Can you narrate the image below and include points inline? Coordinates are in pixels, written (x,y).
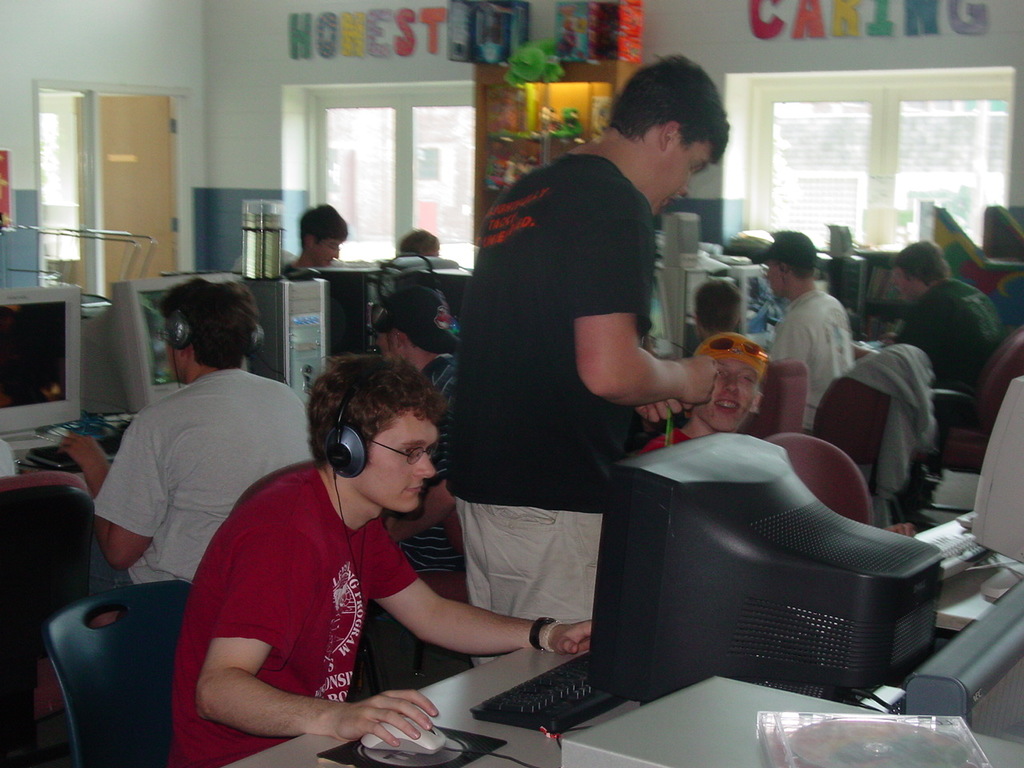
In this picture we can see there are groups of people (348,426) sitting on chairs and a man (534,429) in the black t shirt (518,350) is standing on the floor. Behind the people (404,425) there is a wall (698,16) with windows (314,125) and some decorative items (881,17).
